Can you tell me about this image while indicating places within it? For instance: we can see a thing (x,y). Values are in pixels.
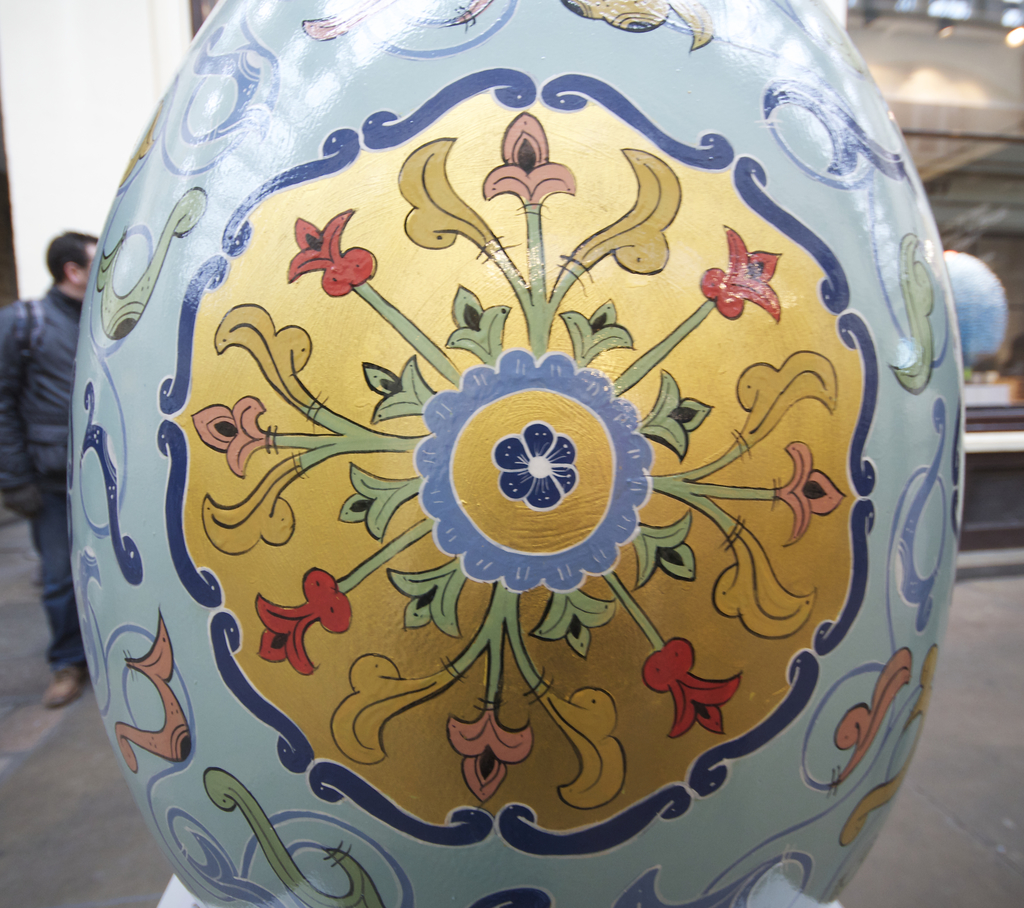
In this image there is an object (349,503). There is a painting (502,632) of the flowers (493,674) on the object (479,302). To the left (47,420) there is a man (40,462) standing. Behind him there is a wall (92,62).
